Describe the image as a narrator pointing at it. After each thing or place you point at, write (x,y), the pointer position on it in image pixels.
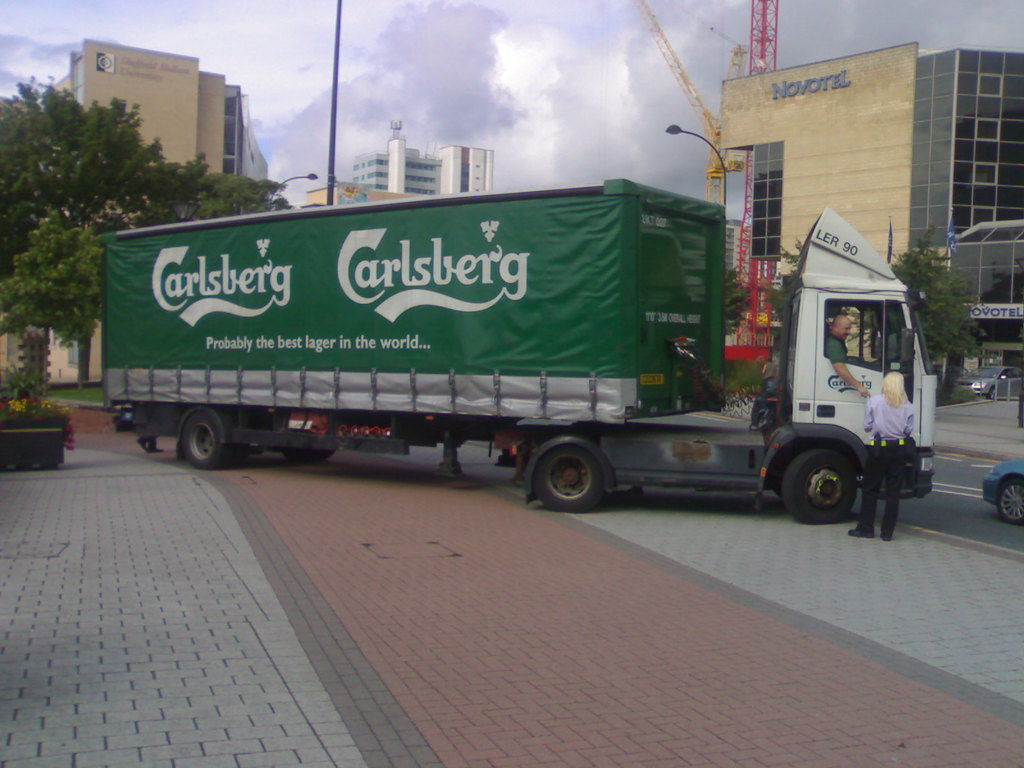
In this picture we can see few vehicles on the road (574,621), here we can see few people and in the background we can see buildings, trees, poles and the sky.
